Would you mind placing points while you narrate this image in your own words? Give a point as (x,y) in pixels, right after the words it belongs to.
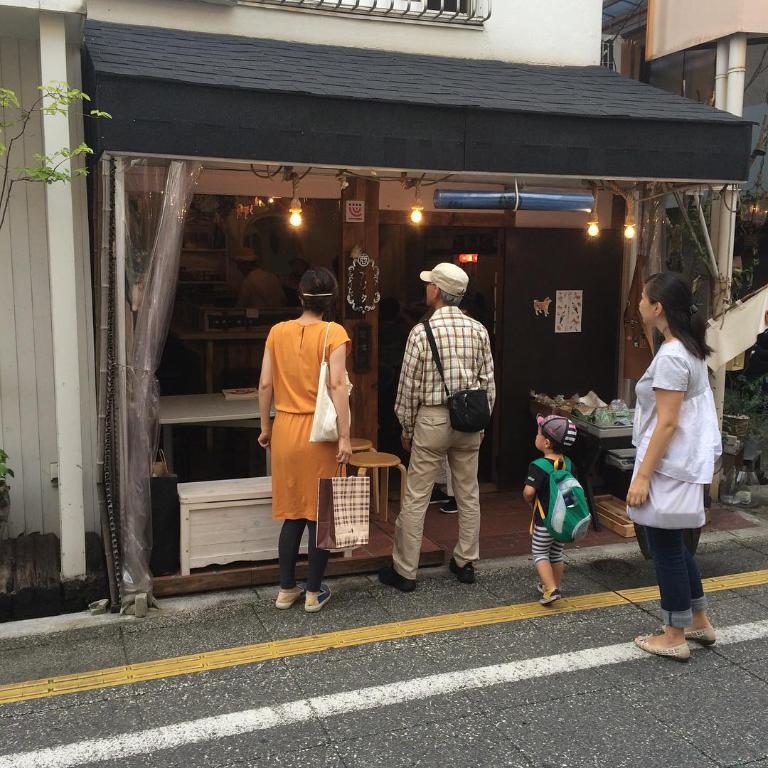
In this picture I can see few people (676,540) standing and a boy (539,514) walking. I can see a store (429,243), few lights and another building (717,216) on the right side of the picture (715,113) and I can see a plant (7,166) on the left side of the picture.
